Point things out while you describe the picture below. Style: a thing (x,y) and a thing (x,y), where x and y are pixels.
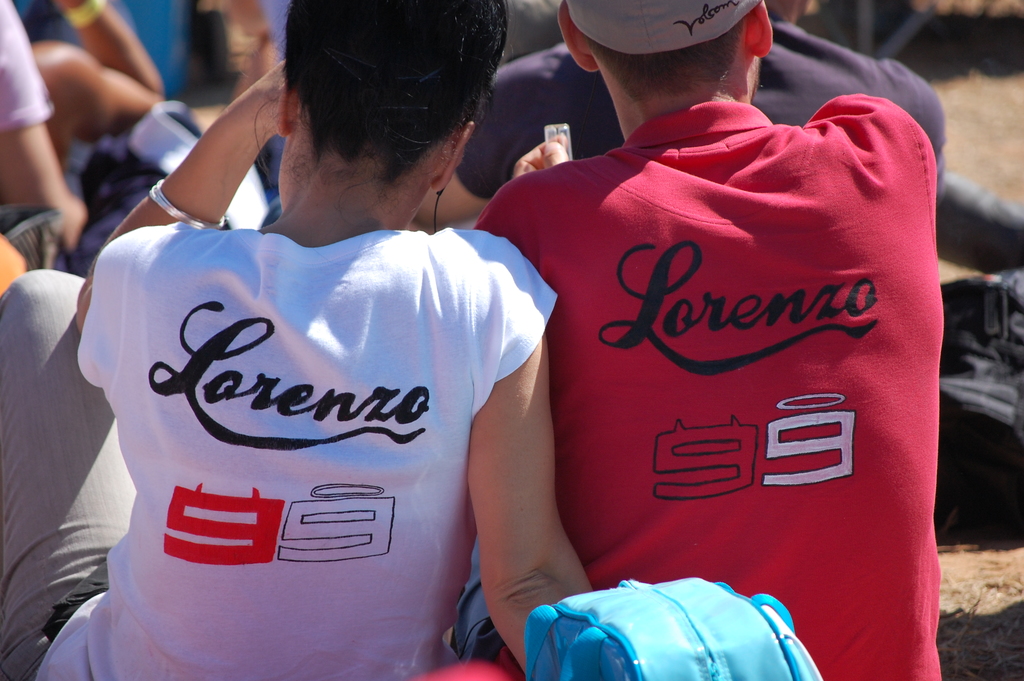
Here in the front (764,289) we can see a couple (627,291) sitting on the ground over there and the person (565,295) on the right side (860,209) is wearing a red colored t shirt (576,256) and cap (704,27) on him and the woman (510,364) on the left side (313,313) is wearing a white colored t shirt (133,641) on her and behind them we can see a bag (564,659) present and in front of them also we can see people (110,93) sitting all over there.
